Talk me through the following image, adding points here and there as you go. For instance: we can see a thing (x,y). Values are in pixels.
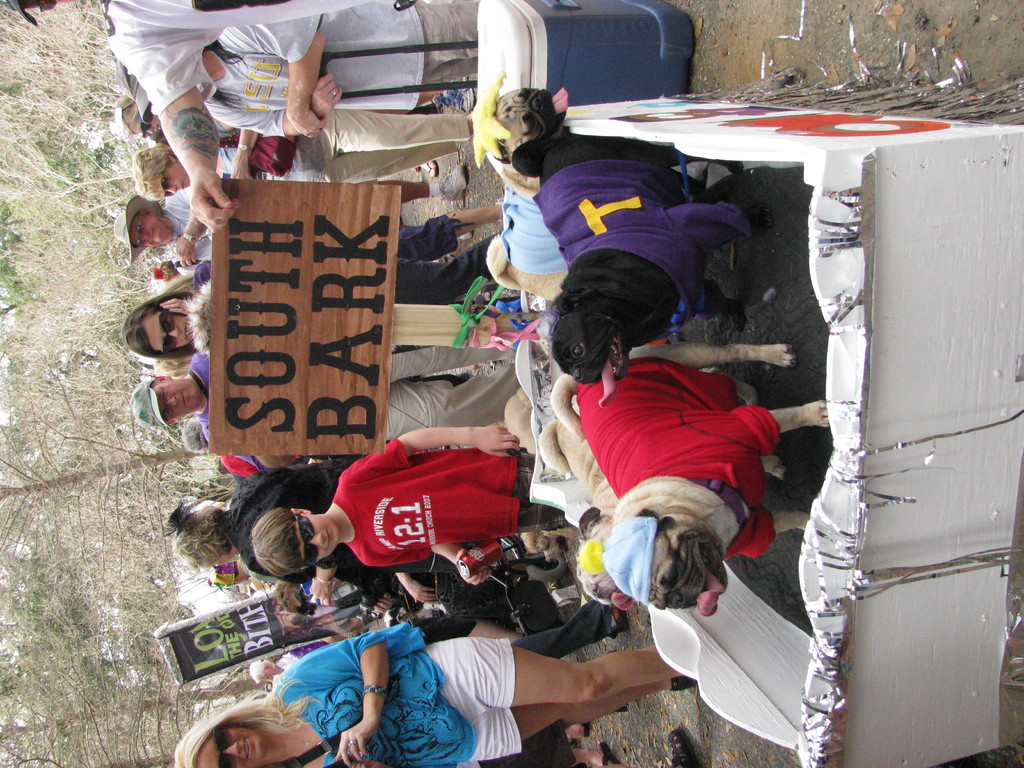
In the foreground of this image (756,454), there are dogs (718,362) in a wheel cart (883,382) like an object (867,361) and there is also a name board (327,345) with text (346,419) on it as " SOUTH BARK". In the background (260,105), there are persons (474,628) standing and a cooler (582,44) and the trees (45,407).
